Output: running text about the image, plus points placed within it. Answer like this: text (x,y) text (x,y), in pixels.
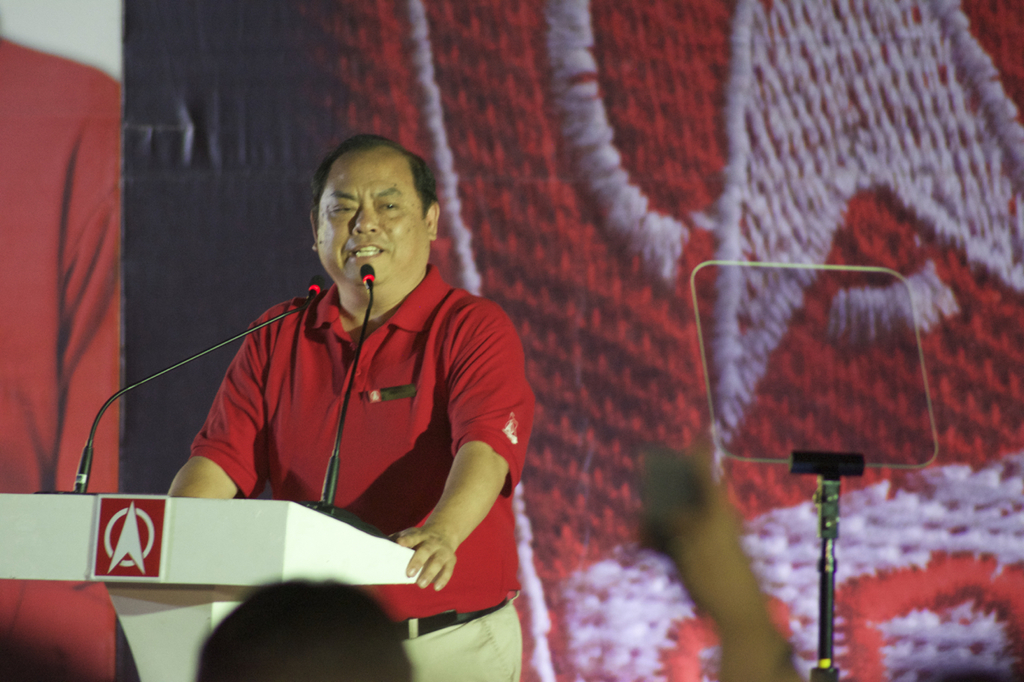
In this image there is a person (438,412) standing in front of a podium (186,562), on that podium (74,504) there are mics (77,490), in the background (135,347) there is a banner (958,331), on the right side (835,483) there is a stand (835,531).
